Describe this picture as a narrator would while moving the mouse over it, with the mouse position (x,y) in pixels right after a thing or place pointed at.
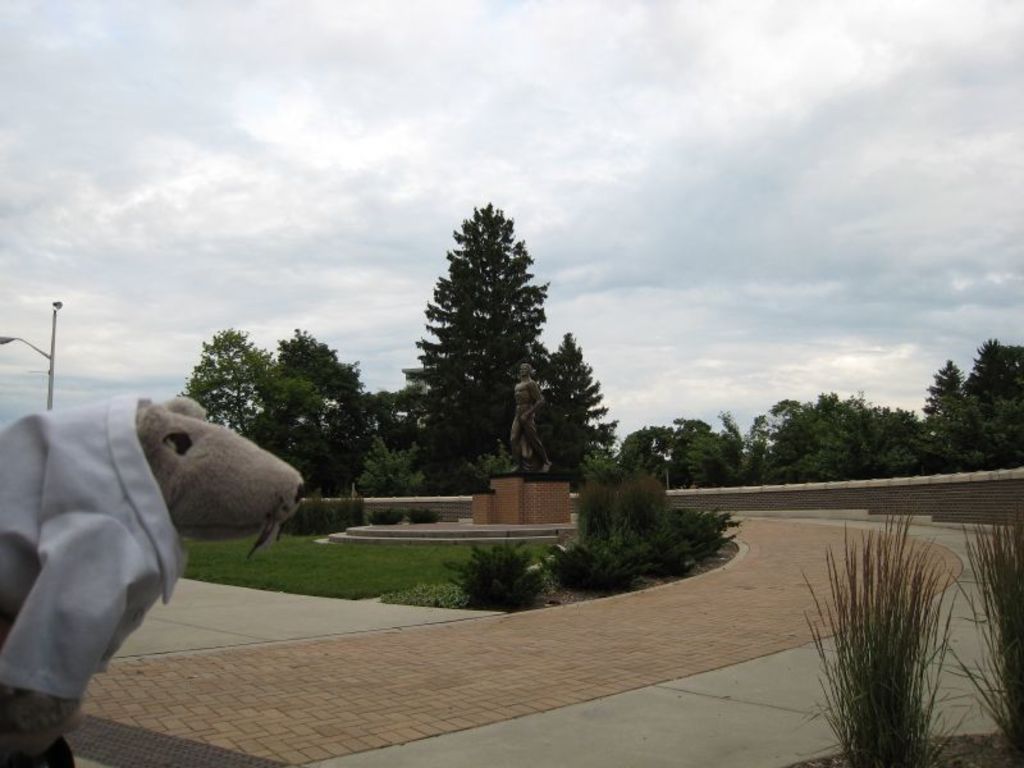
In this image we can see a statue (526,426). In front of the statue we can see stairs (430,534), grass (450,574) and few plants (627,529). Behind the statue (534,414) we can see a group of trees (453,388). At the top (550,152) we can see the sky (70,356). On the Left side (82,519), we can see a toy (33,429) and a street pole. On the right side (877,517), we can see a wall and the grass (860,654).
